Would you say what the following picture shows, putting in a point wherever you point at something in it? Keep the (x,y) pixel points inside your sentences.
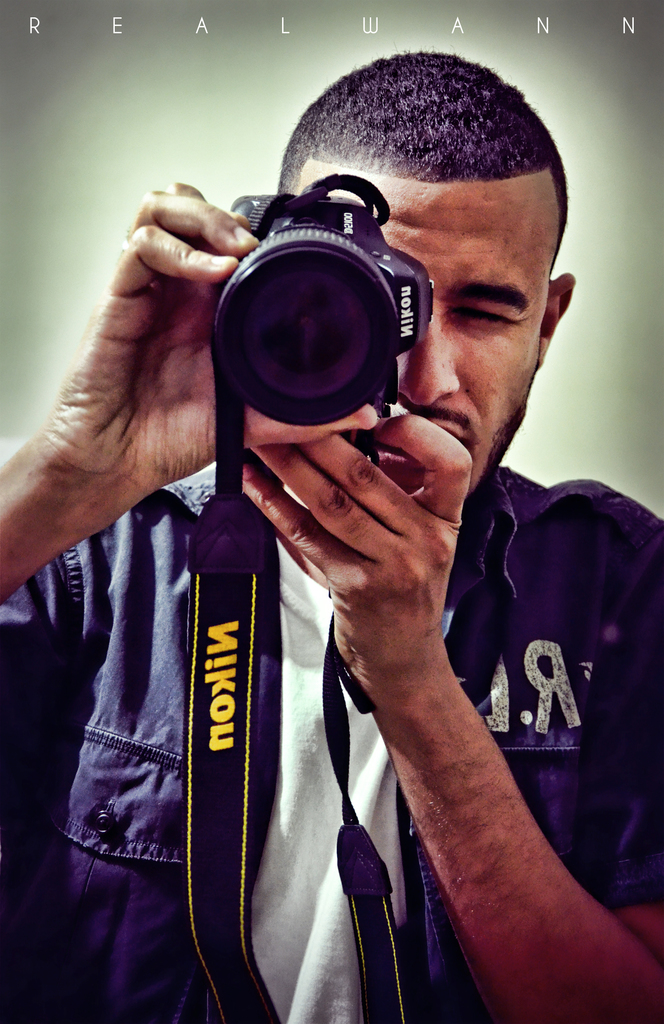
In this picture there is a man (391,607) holding a camera (332,369) in his hand (336,576).
